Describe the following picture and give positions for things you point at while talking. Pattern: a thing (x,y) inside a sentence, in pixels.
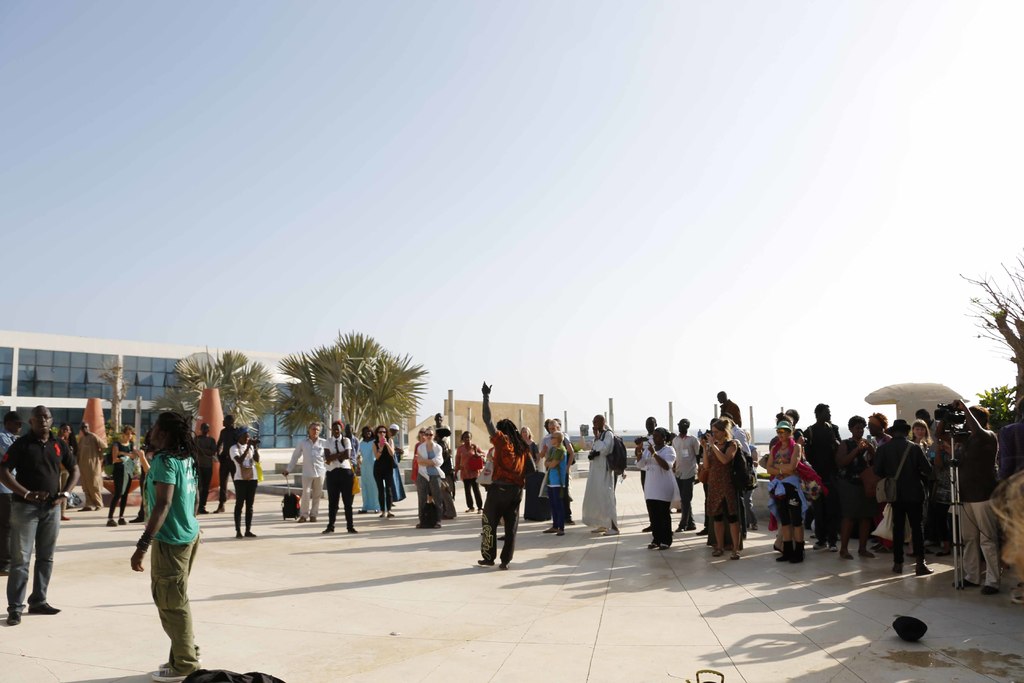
In the foreground of the picture (569,477) there are people (373,464). On the right (926,393) there are tree (1016,399) and sculpture (955,392). In the center of the background (345,383) there are trees (320,386), poles (336,396) and other objects (98,410). In the background (157,358) there is a building (91,366). Sky (324,159) is sunny.
